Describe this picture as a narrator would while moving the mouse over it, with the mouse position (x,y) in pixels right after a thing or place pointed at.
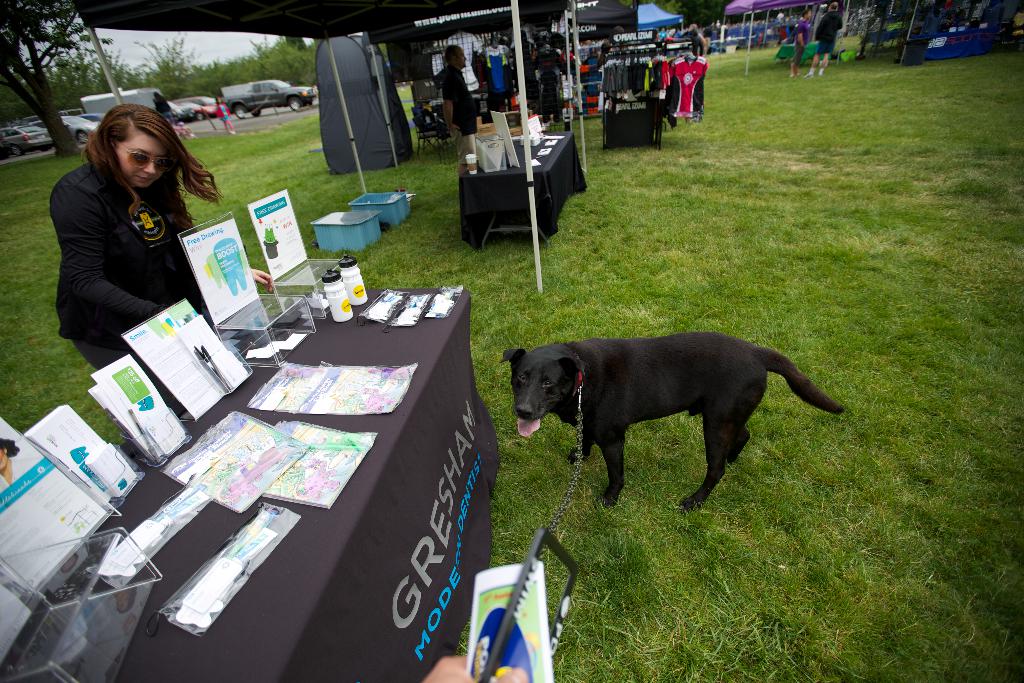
In this image, we can persons (451,105) wearing clothes (467,96). There are tables (464,181) in the middle of the image (343,300) contains bottles (366,294) and some objects (510,149). There is a dog (738,365) in front of the table (420,353). There are some cars (280,92) and trees (174,63) in the top left of the image (260,62). There are clothes (623,83) and stalls (649,30) at the top of the image (456,31).
